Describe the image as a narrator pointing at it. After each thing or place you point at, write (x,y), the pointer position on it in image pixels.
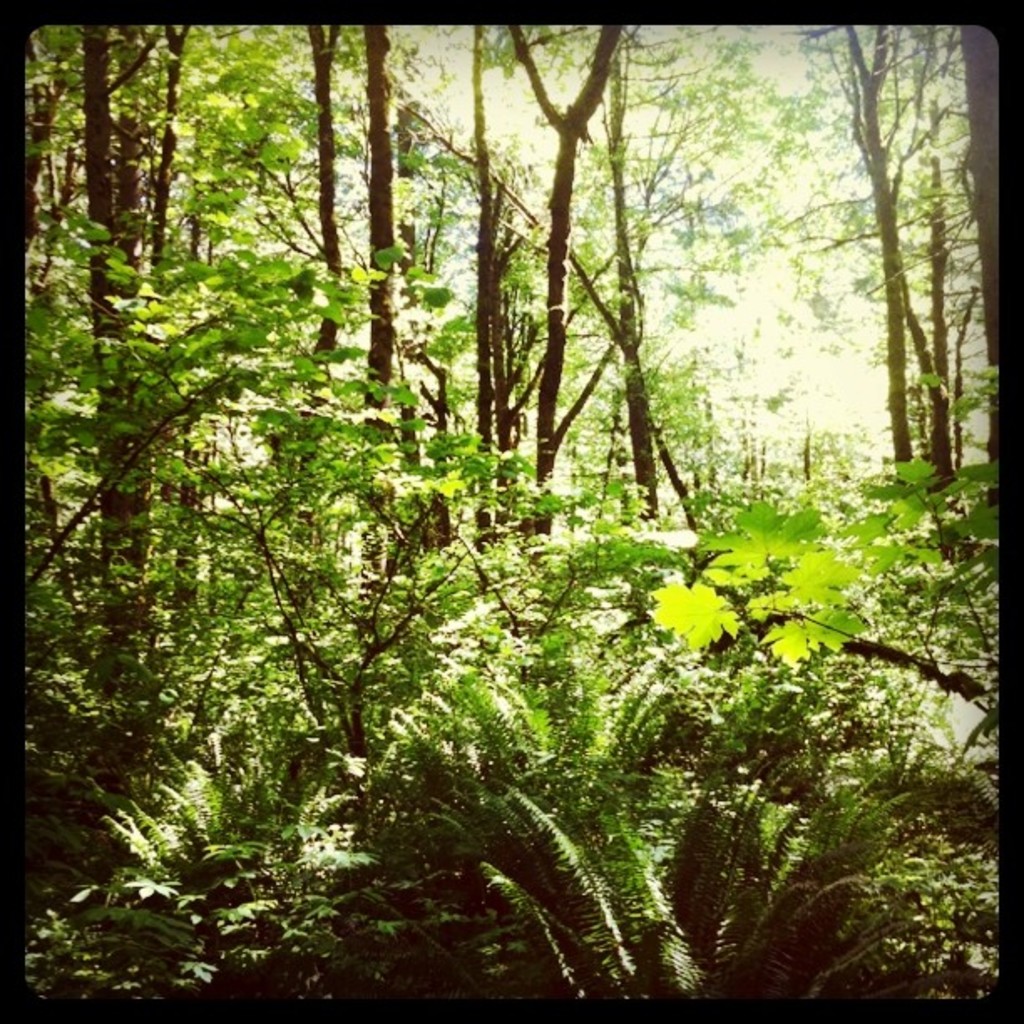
In this picture we can see some trees (555,222), there is black color border (430,2).
